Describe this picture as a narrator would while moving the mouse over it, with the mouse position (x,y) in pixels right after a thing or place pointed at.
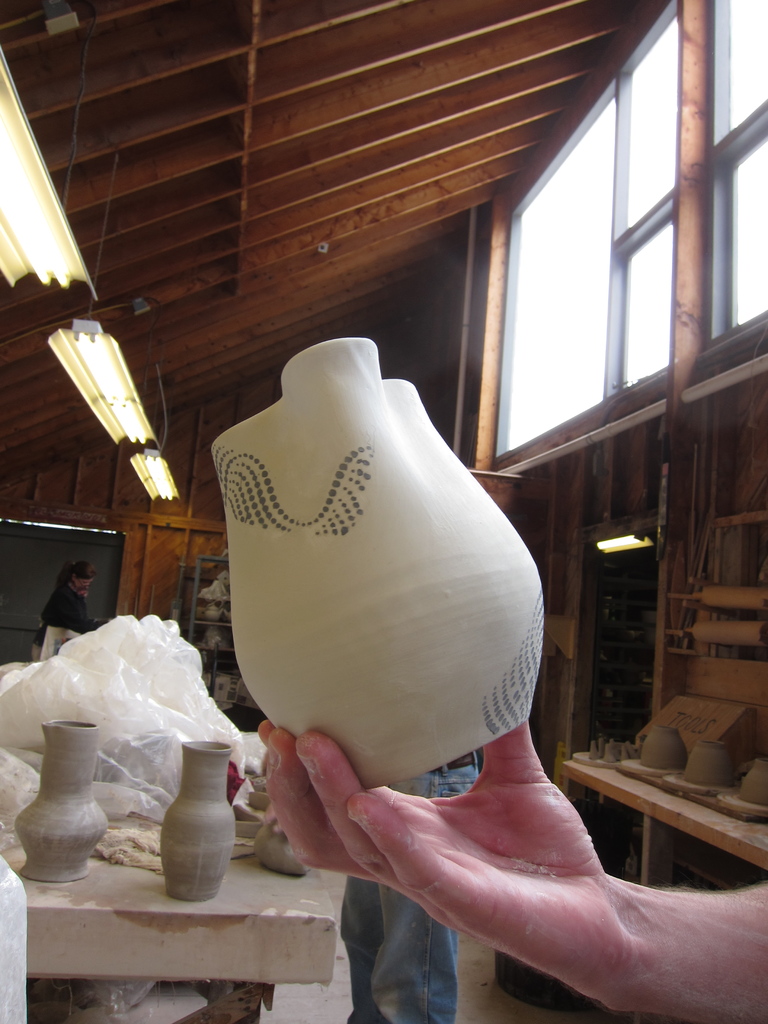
In this image I can see a hand (475,872) of a person (566,885) is holding a white colour pot (300,642). In background (178,835) I can see number of pots (26,835), plastic (142,740), tube lights (17,240) and I can also see few people (429,980).
